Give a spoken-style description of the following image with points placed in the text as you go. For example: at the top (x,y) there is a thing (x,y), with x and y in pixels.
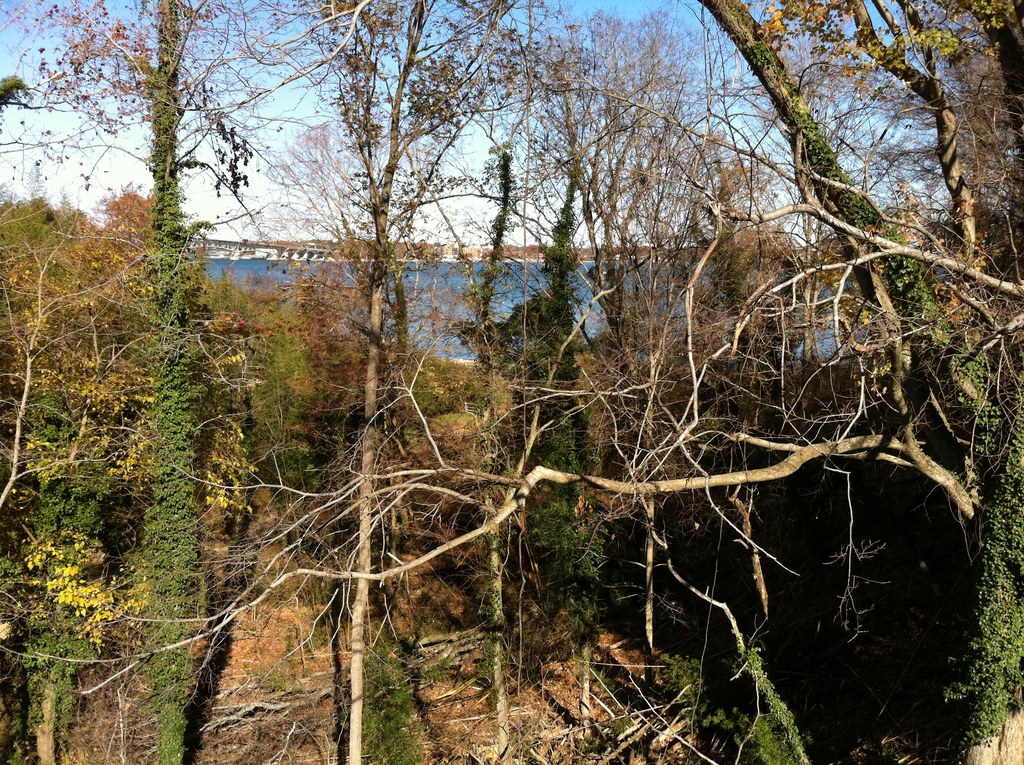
In the foreground of this image (575,390), it looks like a forest (506,502) with trees (385,441) in the front (412,449). Water (440,271), a bridge (275,251), the sky (251,174) and the clouds (268,204) are in the background (297,129).
